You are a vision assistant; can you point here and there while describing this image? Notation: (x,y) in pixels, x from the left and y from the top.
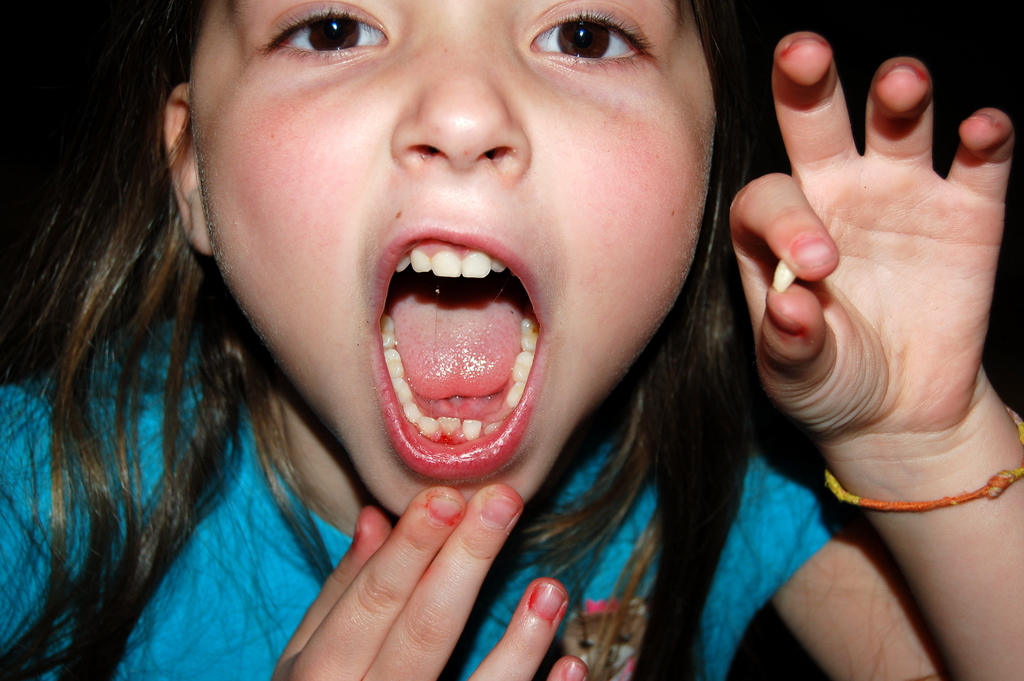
In the middle of this image (593,417), there is a girl (183,526) in blue color T-shirt (172,639), having opened her mouth (459,256) and holding a tooth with two fingers (831,247) of a hand (831,269). And the background (926,2) is dark in color.
